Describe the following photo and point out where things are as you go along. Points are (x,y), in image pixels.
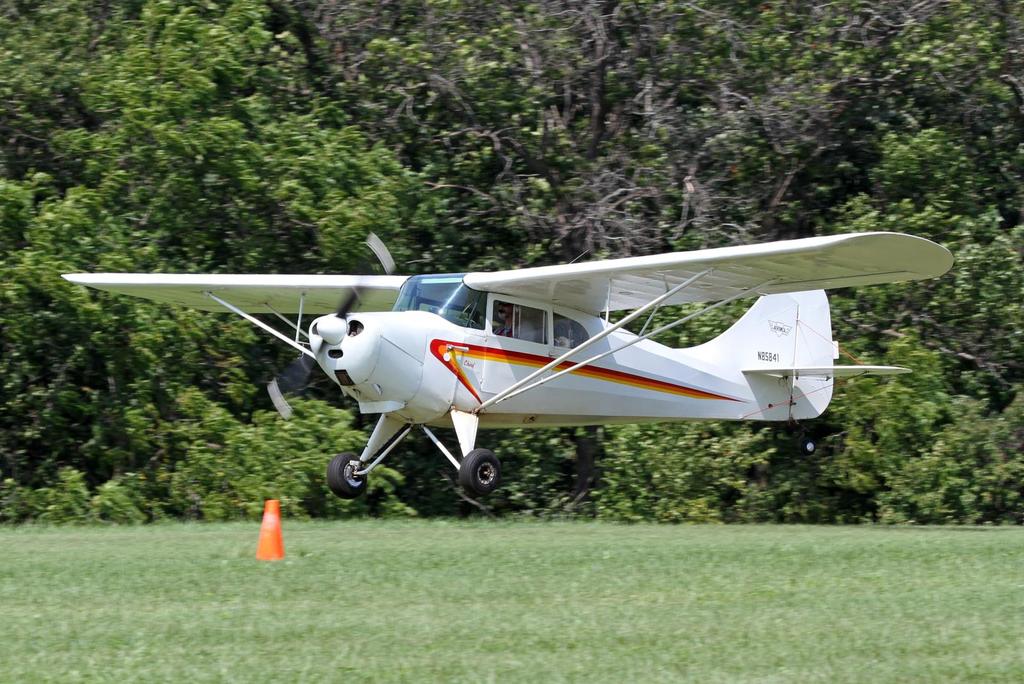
In this image, we can see a person (503,326) is riding an aircraft (412,368) in the air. At the bottom (485,617), we can see grass (437,639) and cone (273,531). Background (982,438) there are so many trees (303,100) and plants (313,428).
